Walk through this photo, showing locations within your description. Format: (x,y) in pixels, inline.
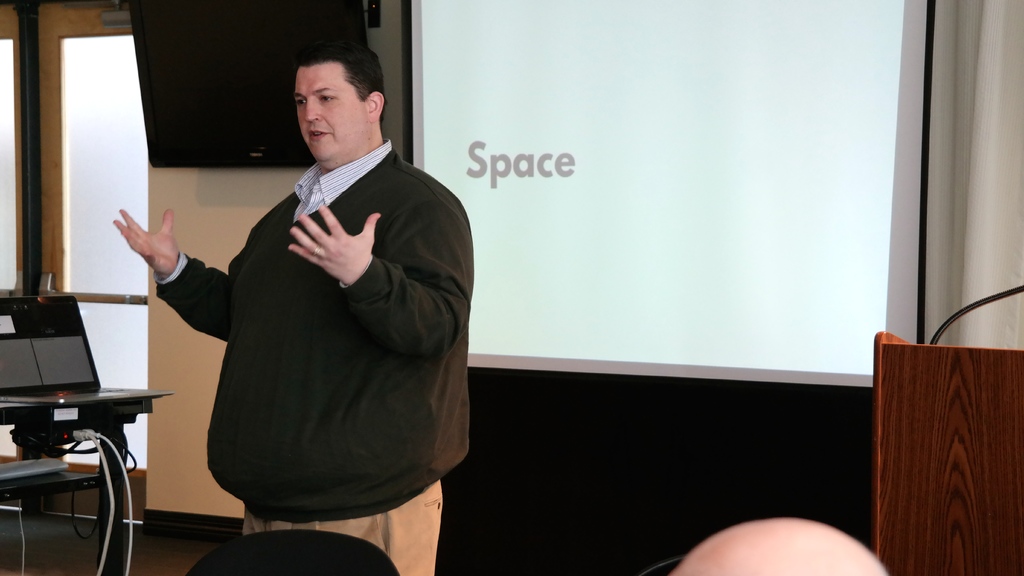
In this image I see a man (433,370) who is standing and there is a laptop (22,325) over here and there are few wires (109,458). In the background (173,196) I see the wall (187,201), a TV (334,15), screen (488,193) and the podium (895,532).
